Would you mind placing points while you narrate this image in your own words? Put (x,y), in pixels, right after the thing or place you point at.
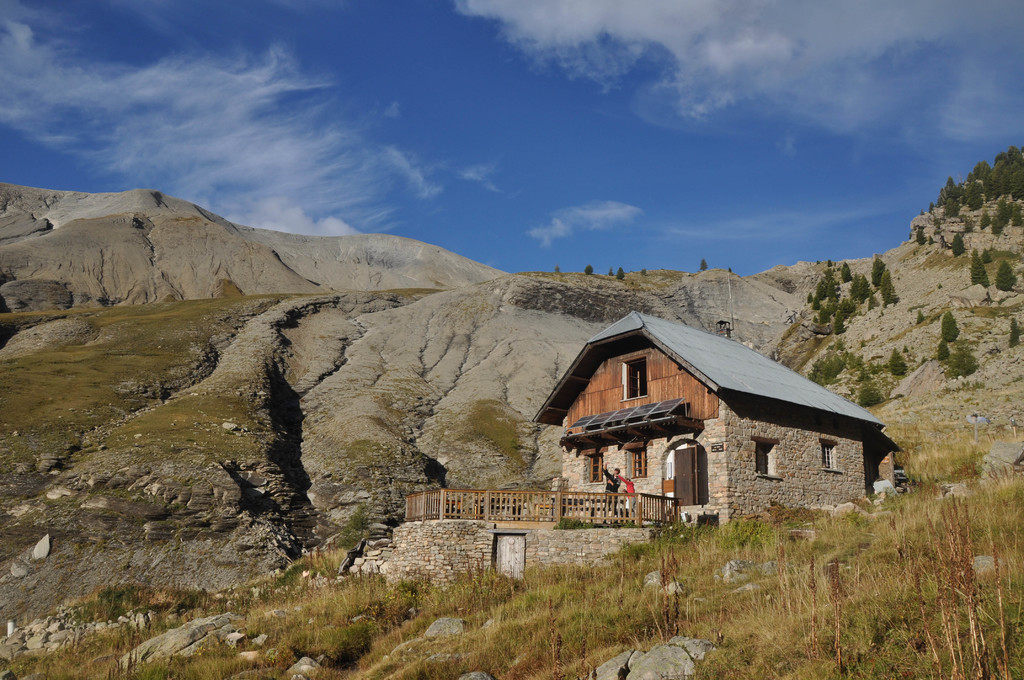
In this image I can see grass (667,555) and a house (741,498) in the front (671,494). I can also see two persons (629,480) are standing in the front of the house (596,491). In the background (795,299) I can see number of trees (962,214), mountains (445,314), clouds (993,37) and the sky (415,114).
